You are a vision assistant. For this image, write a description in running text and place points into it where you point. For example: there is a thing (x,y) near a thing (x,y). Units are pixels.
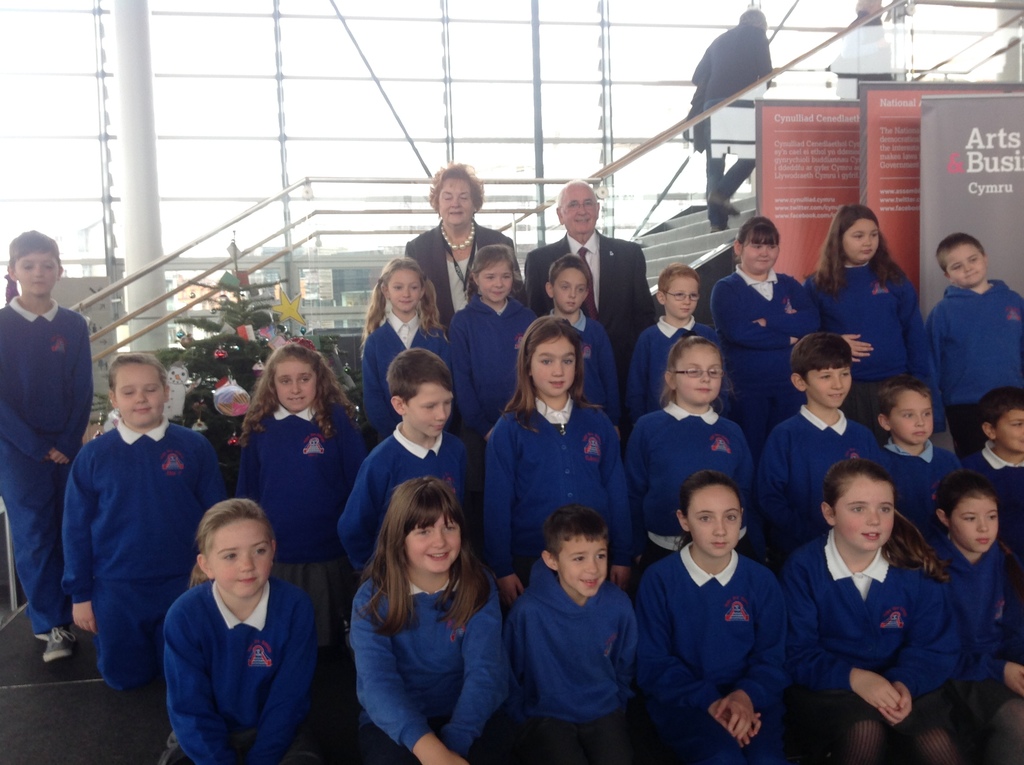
In the picture we can see a group of school students (476,634) with blue color uniform (90,448) and behind them, we can see a man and a woman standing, they are in blazers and behind them, we can see a railing (129,277) with stairs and near it we can see some hoardings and in the background (434,47) we can see a glass wall (231,131) with poles (147,88) to it.
